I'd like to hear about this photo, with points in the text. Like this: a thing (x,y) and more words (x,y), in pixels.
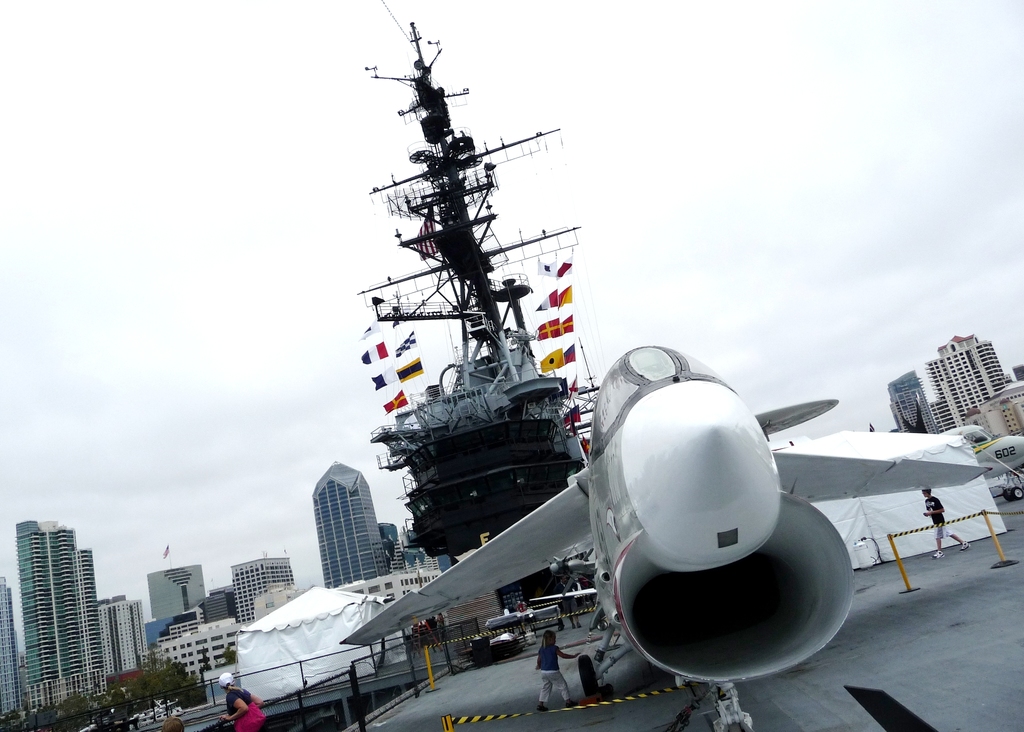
In the picture we can see an aircraft (760,519) which is parked on the path (581,717) and near it, we can a person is standing, and behind the aircraft (489,571) we can see the pole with some objects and some flags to it and beside it, we can see the tent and far away from it we can see some tower buildings (51,656) and near it we can see some trees (199,681) and in the background (713,300) we can see the sky (990,133) with clouds (84,443).
